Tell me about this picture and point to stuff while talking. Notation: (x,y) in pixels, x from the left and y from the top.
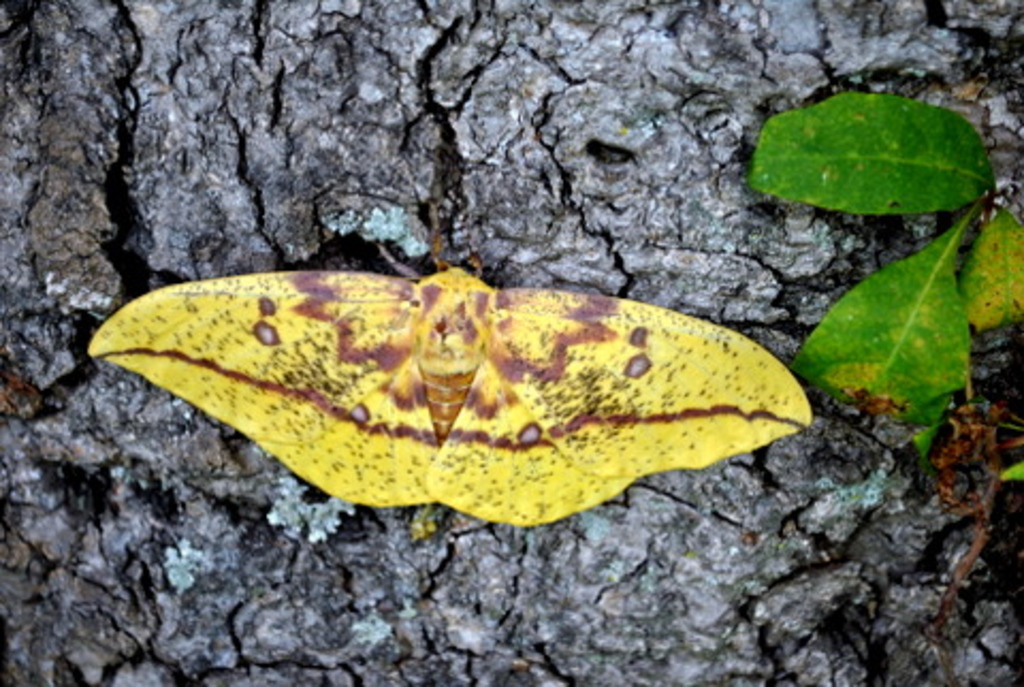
The picture contains a zoom in image of a butterfly (418,349) laying on a surface (215,20).
